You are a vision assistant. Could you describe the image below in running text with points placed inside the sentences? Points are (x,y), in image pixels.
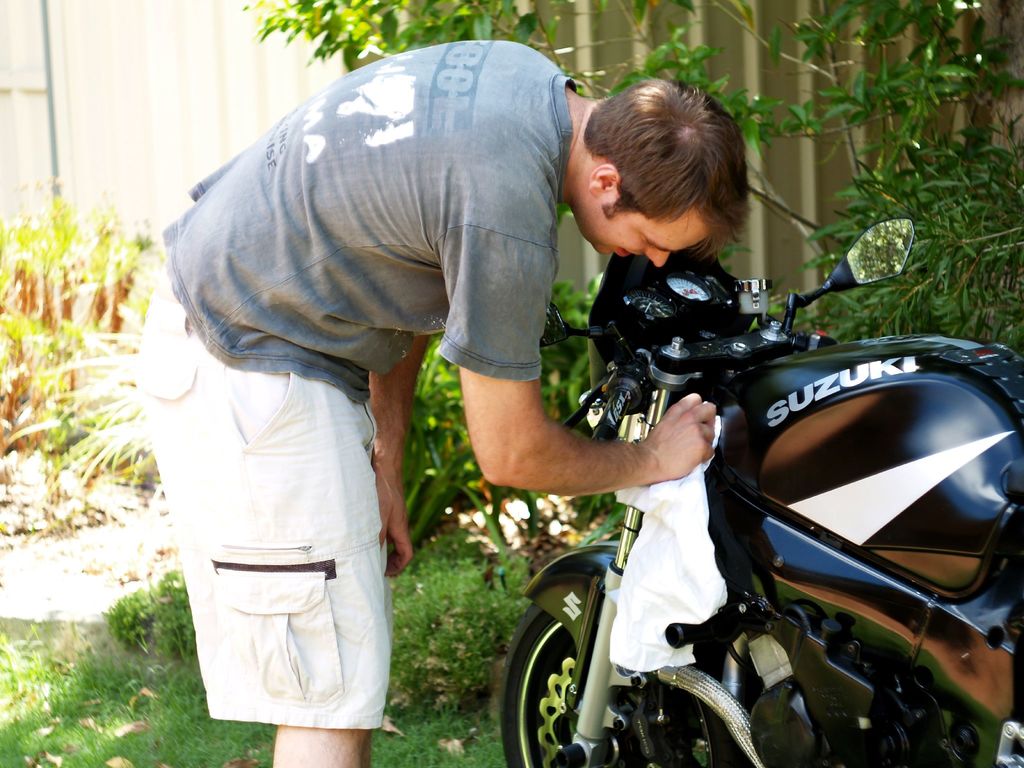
This picture is clicked outside. In the center (388,510) there is a person (439,120) wearing t-shirt (377,258), standing, holding a cloth (676,535) and seems to be cleaning the bike (774,398) parked on the ground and we can see the text (884,368) on the bike (905,382). In the background (180,654) we can see the green grass (141,708), plants (590,294) and some other objects (625,23).
